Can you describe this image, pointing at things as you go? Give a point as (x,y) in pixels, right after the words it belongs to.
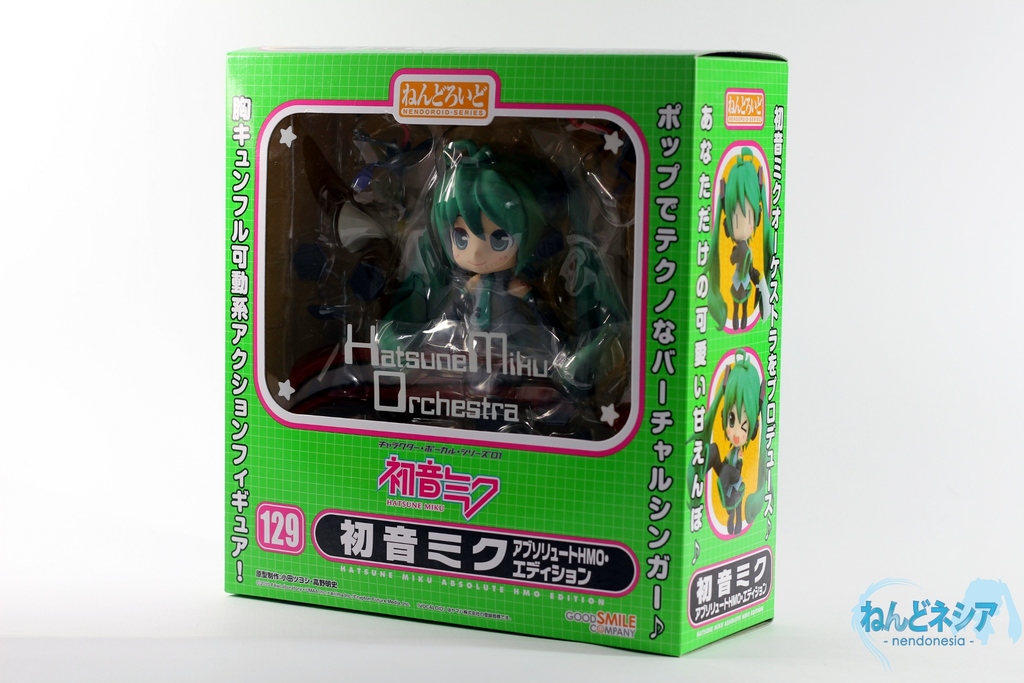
In the foreground (424,146) I can see a box (506,141) on the floor (846,618) with a white color background (861,122) and a text (873,624). This image is taken may be in a room (492,526).
